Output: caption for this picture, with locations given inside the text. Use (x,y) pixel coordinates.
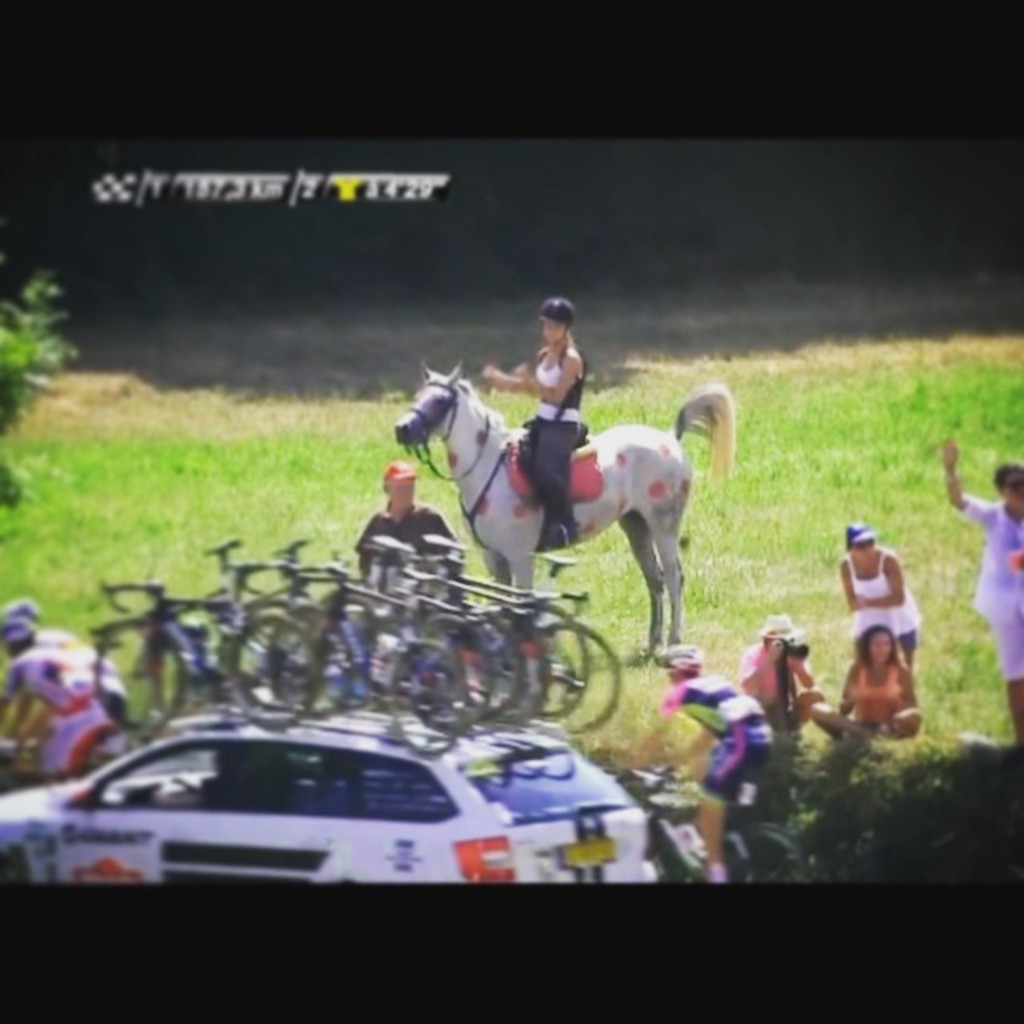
A girl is sitting on a horse (619,517). There are people (402,530) beside her waving to cyclists (61,660) in an event. There is a car (339,718) following the cyclists (652,774) with few bicycles (425,663) on it.
